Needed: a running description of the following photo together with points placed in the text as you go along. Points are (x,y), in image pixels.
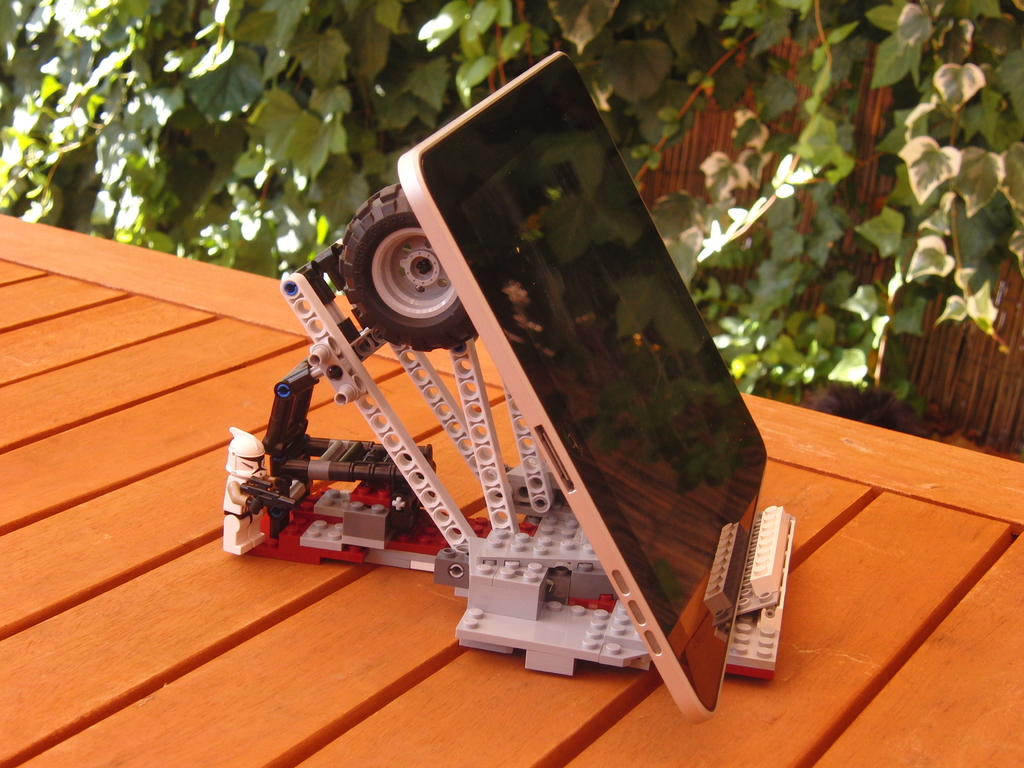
In this picture there is a tab (557,59) in the center of the image (633,416) on a LEGO stand (329,338) and there are trees (105,46) at the top side of the image (414,82).
